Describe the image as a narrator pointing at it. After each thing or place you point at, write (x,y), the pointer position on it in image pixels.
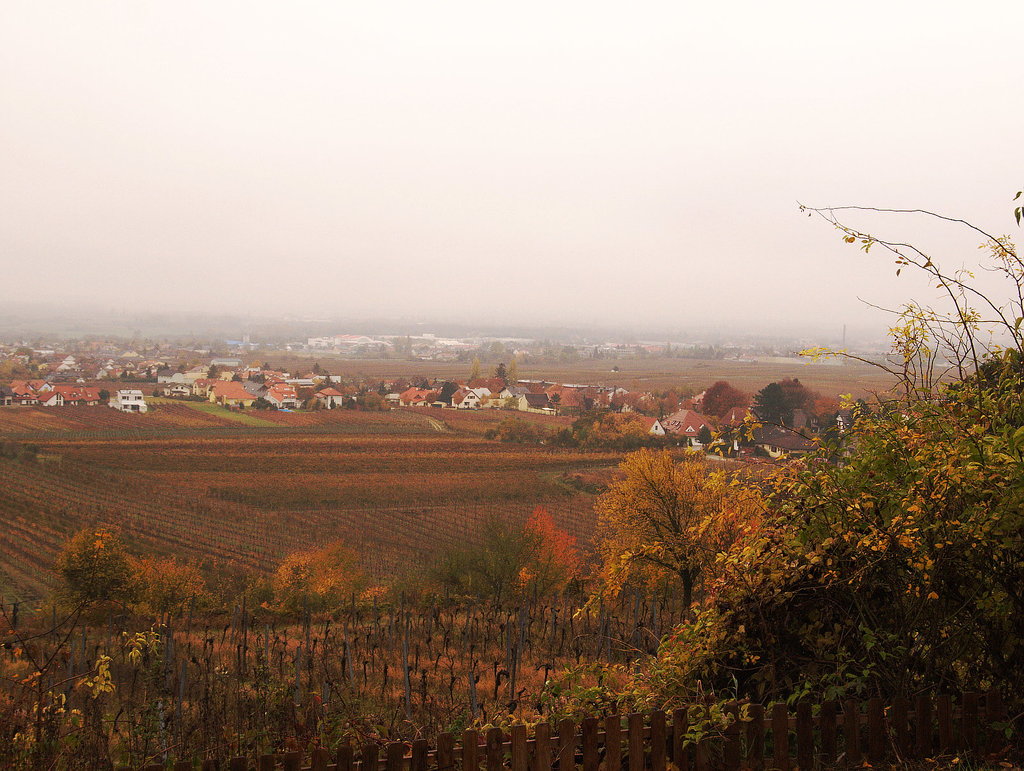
These are the trees (1007,574), in the middle (602,349) there are houses (434,335), at the top (574,110) it's a foggy sky (393,176).
